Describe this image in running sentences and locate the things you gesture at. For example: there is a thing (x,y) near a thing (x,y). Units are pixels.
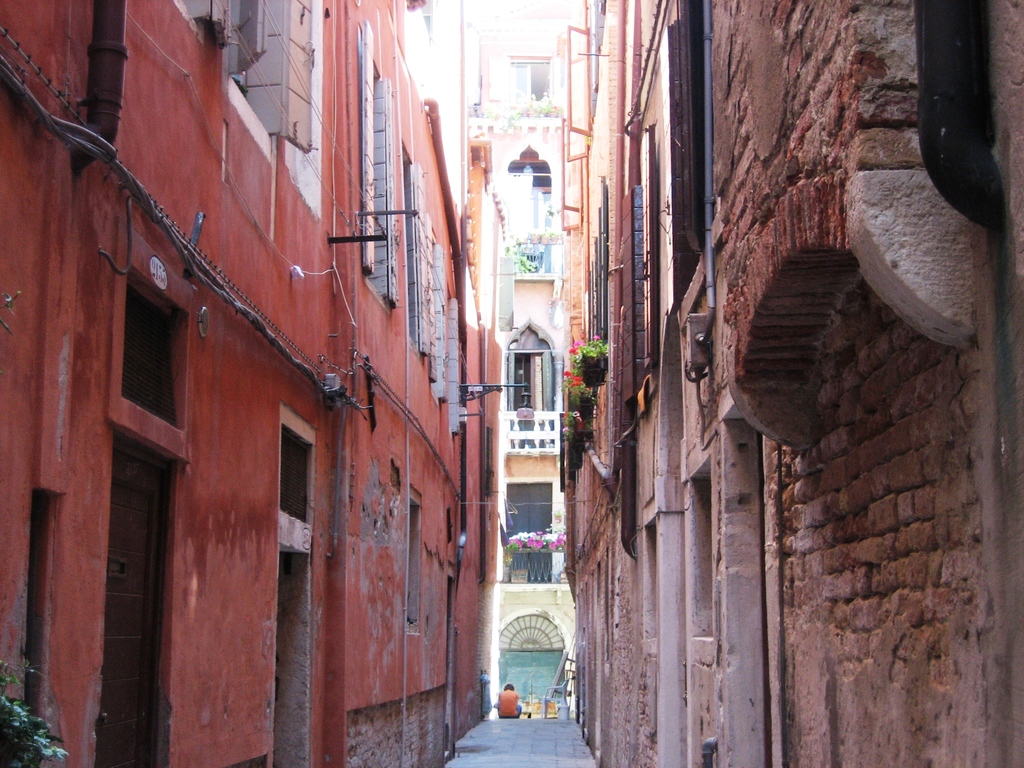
This picture is clicked outside. On the right (847,182) and on the left (189,175) we can see the buildings (485,369) and we can see the windows (362,245) of the buildings (620,531). In the center (600,336) there is a person (506,692) and we can see the house plants (574,388) and some other objects (547,435). On the left (133,539) we can see the door (149,483) of a building (145,464).
